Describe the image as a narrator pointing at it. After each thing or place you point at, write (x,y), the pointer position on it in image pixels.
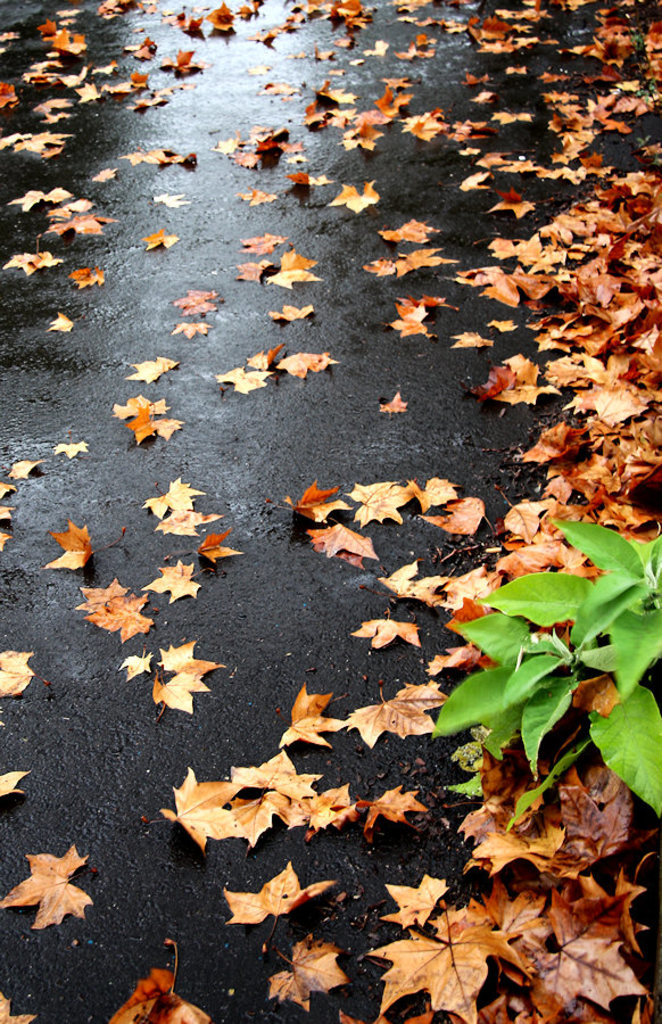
In this image we can see the wet road (264,678), some maple leaves (552,853) on the road (100,336) and some green leaves (625,760) with stems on the right side of the image (504,692).
